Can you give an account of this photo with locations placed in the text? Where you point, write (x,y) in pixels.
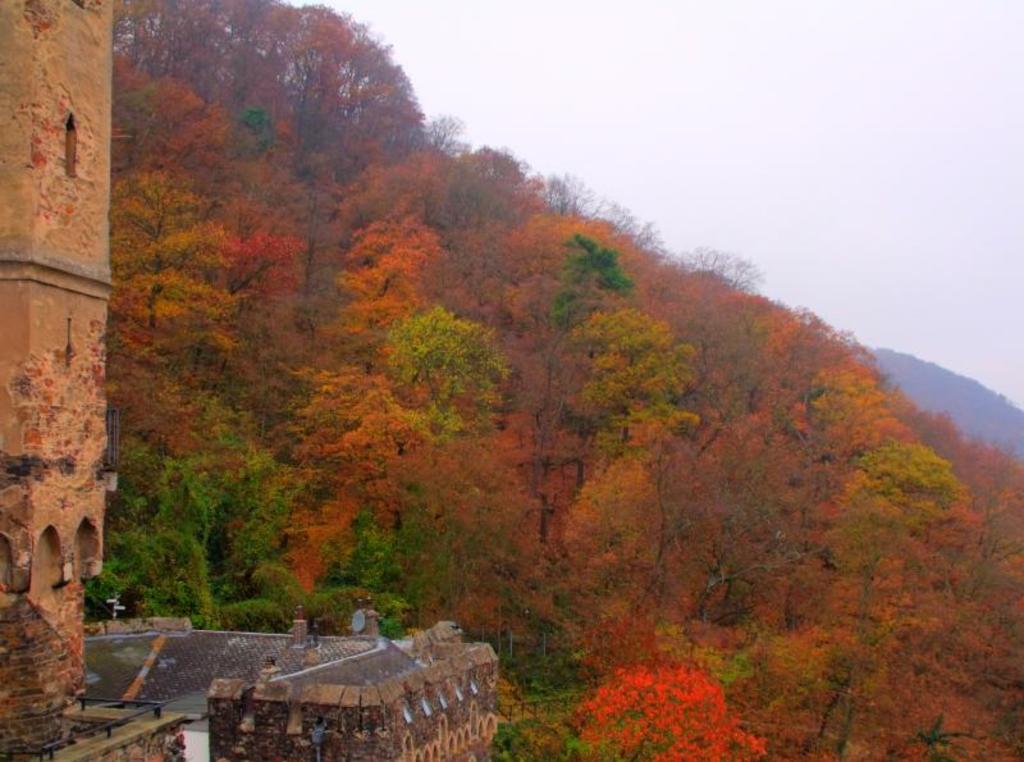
In this image I can see the building (309,688). In the background (780,593) I can see many trees (759,401) in green and orange color, and the sky (796,108) is in white color.
